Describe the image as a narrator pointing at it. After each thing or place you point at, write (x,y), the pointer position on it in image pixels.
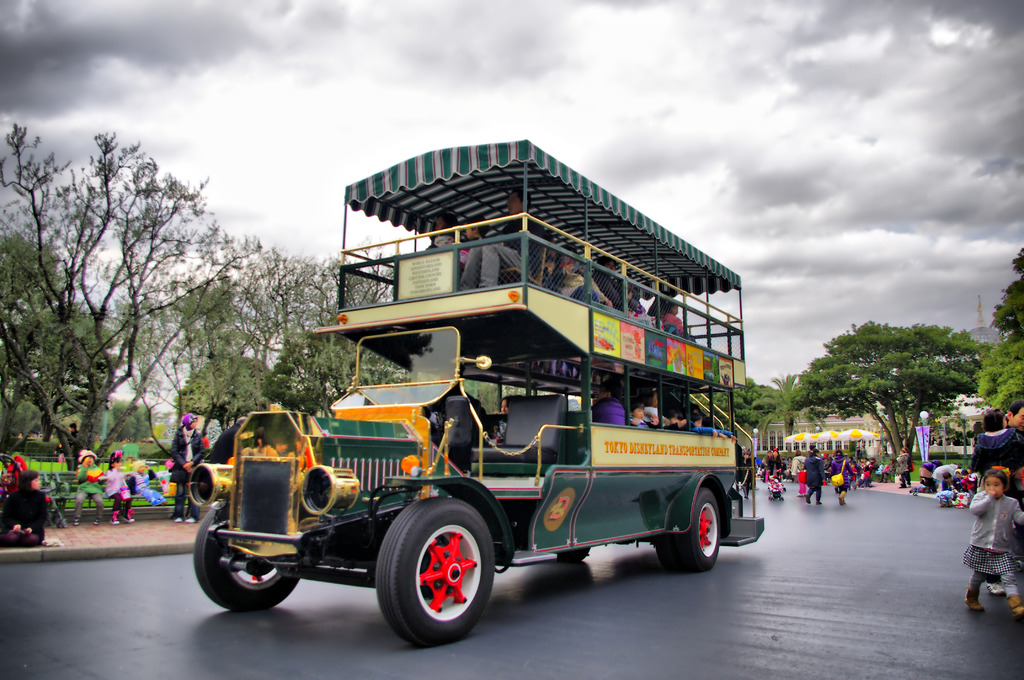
This picture describes about group of people (172,482), few people (93,476) are seated, few are standing and few are walking, in the middle of the image (665,362) we can see a bus (509,473) and few people (445,236) are seated in it, in the background (874,382) we can find few trees (832,408), tents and houses (972,407).
